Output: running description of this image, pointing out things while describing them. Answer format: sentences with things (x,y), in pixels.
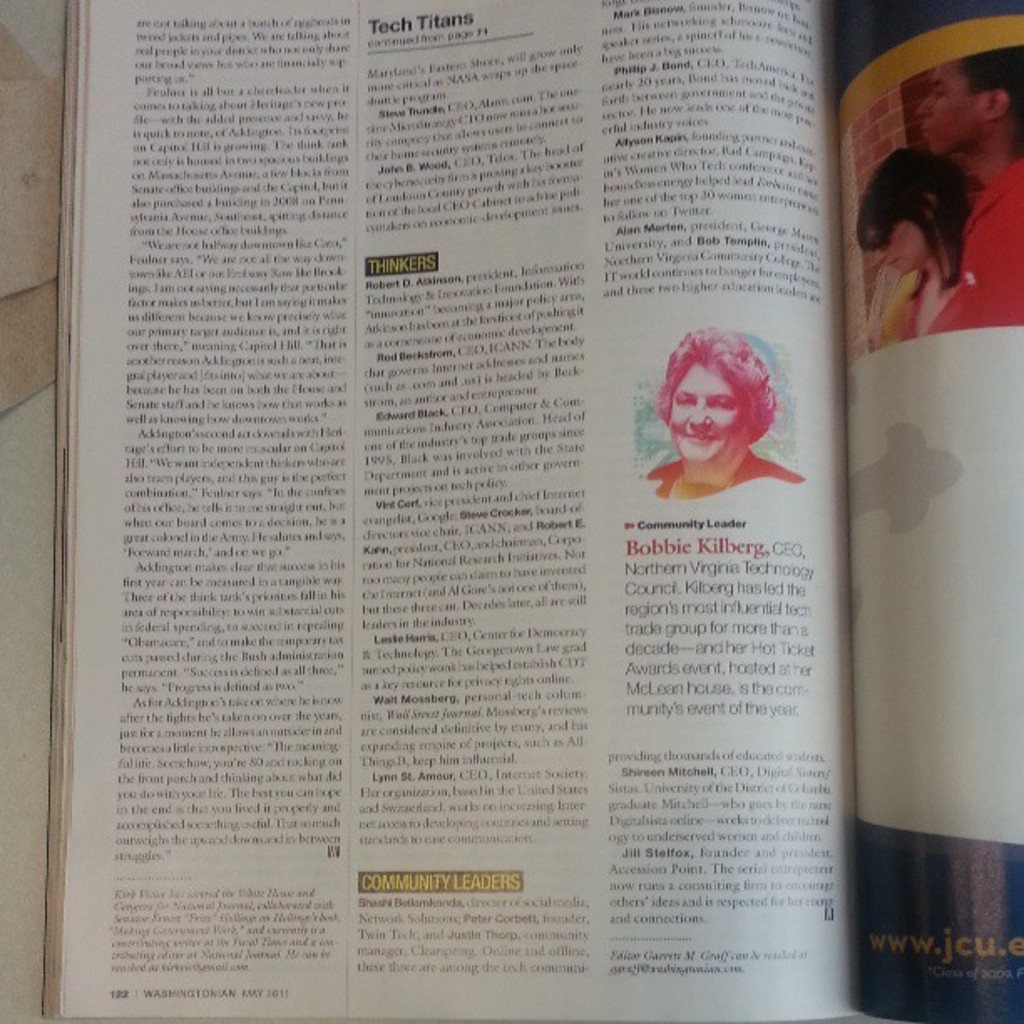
This image consists of a book (473,638) kept on a floor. In which there is a text (366,443) along with pictures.
